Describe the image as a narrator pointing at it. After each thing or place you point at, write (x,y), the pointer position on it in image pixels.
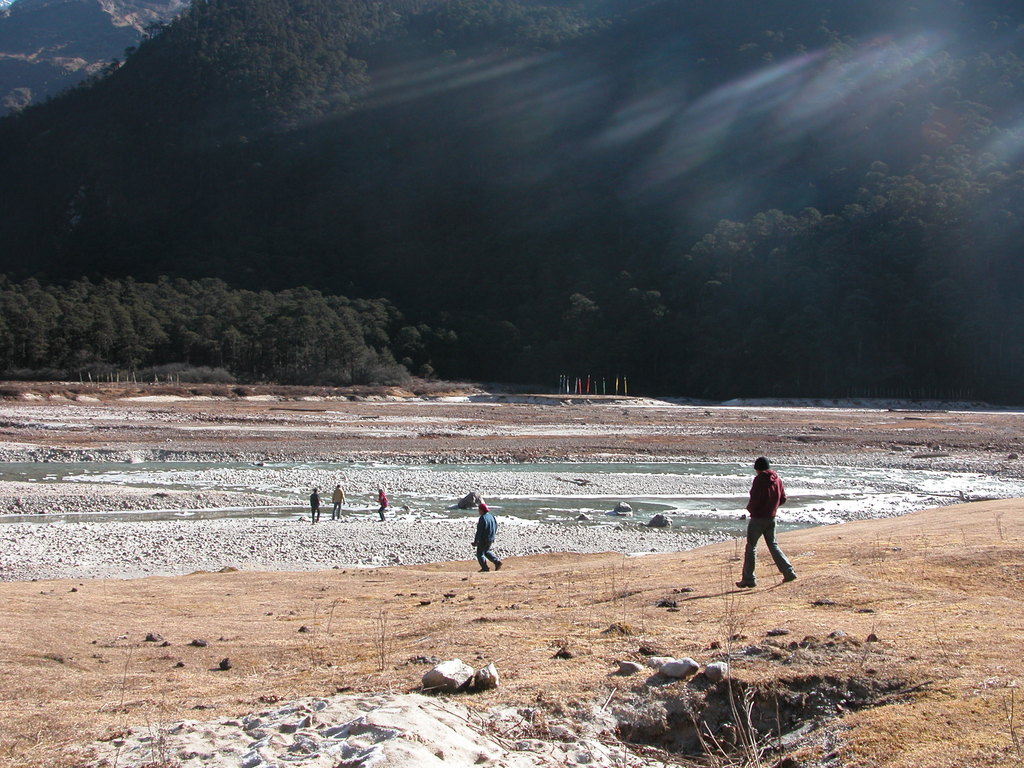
On the right side (762,509), there is a person (771,498) in a brown color T-shirt (771,484), walking on a hill (763,602). On the left side (235,726), there are stones (446,662) and sand (390,699) on the ground (250,705). In the background (484,514), there are four persons (313,496) walking on the ground (424,561), there are trees (24,289), mountains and there are poles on the ground (286,394).
